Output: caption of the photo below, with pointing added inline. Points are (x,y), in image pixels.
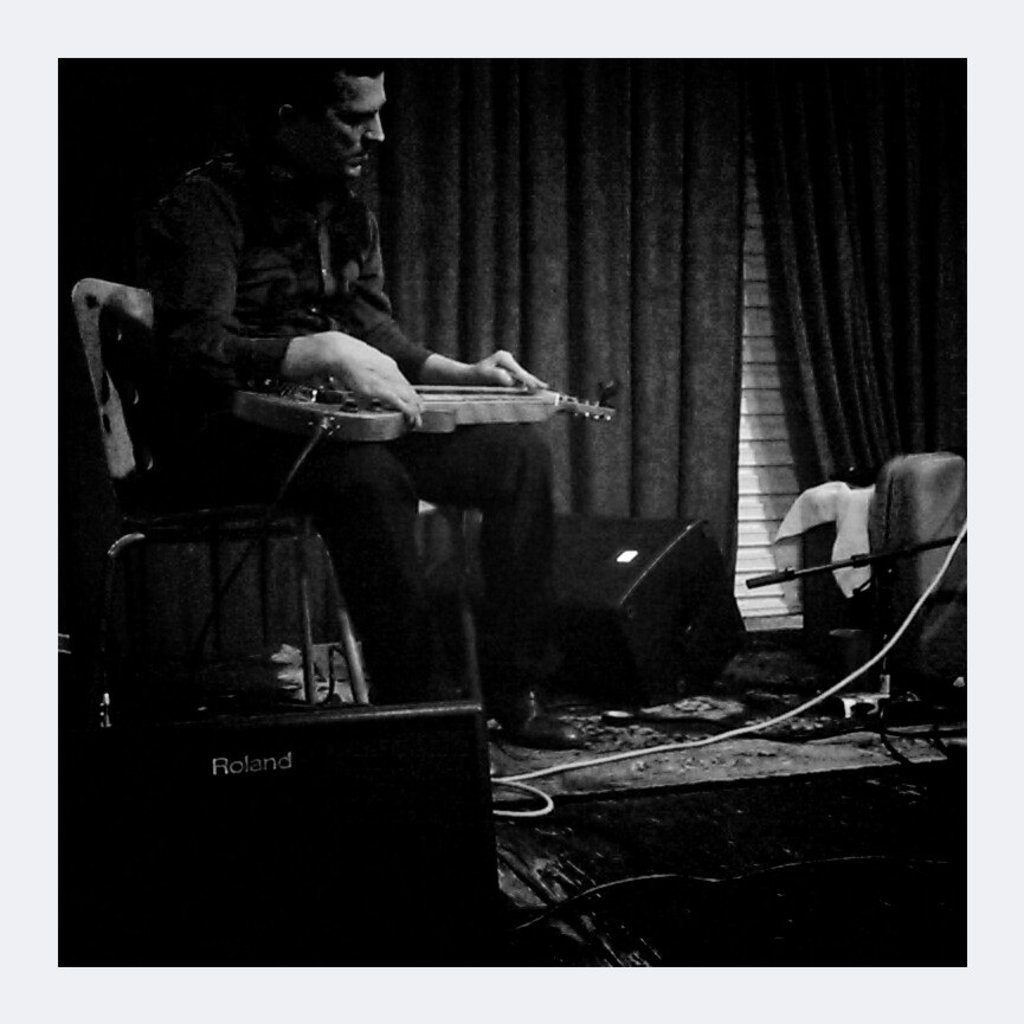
This is a black and white image. In this image we can see a person (289,345) sitting on the chair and holding a musical instrument (402,421) on his lap (438,472). In the background (717,591) we can see speakers (703,601), electric lights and curtains (685,271).
